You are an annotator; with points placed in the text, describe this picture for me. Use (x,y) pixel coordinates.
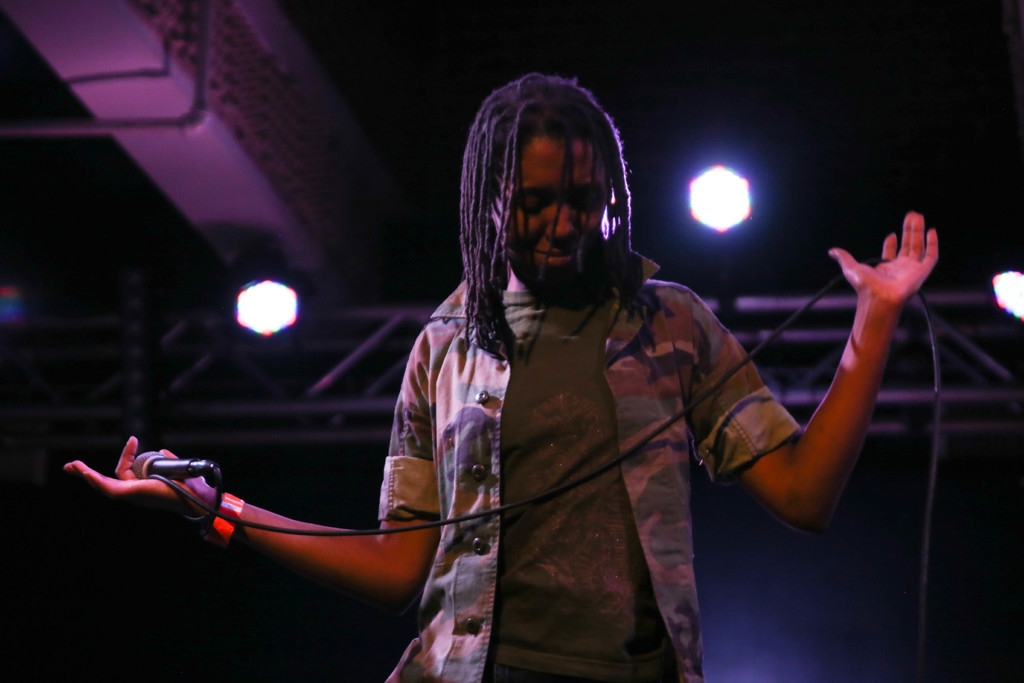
In this picture there is a person (586,577) standing and holding a mic (209,482) in his hands (187,502) and there are three lights (712,182) behind him.
